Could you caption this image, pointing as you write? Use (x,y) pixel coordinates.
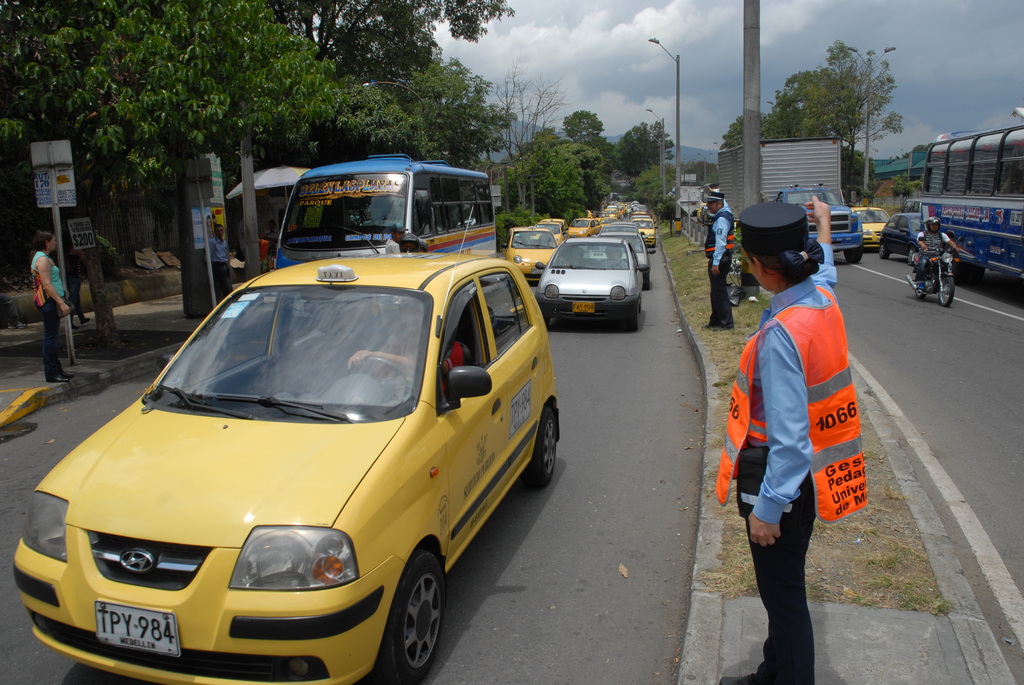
In this image, there are a few people (754,380) and vehicles (557,258). We can see the ground (631,620) and some grass (882,571). There are a few poles (206,221) and trees (99,162). We can also see an umbrella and some boards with text (346,189). We can see some hills (714,155) and posters (221,223). We can see the sky (653,23) with clouds (661,7).
